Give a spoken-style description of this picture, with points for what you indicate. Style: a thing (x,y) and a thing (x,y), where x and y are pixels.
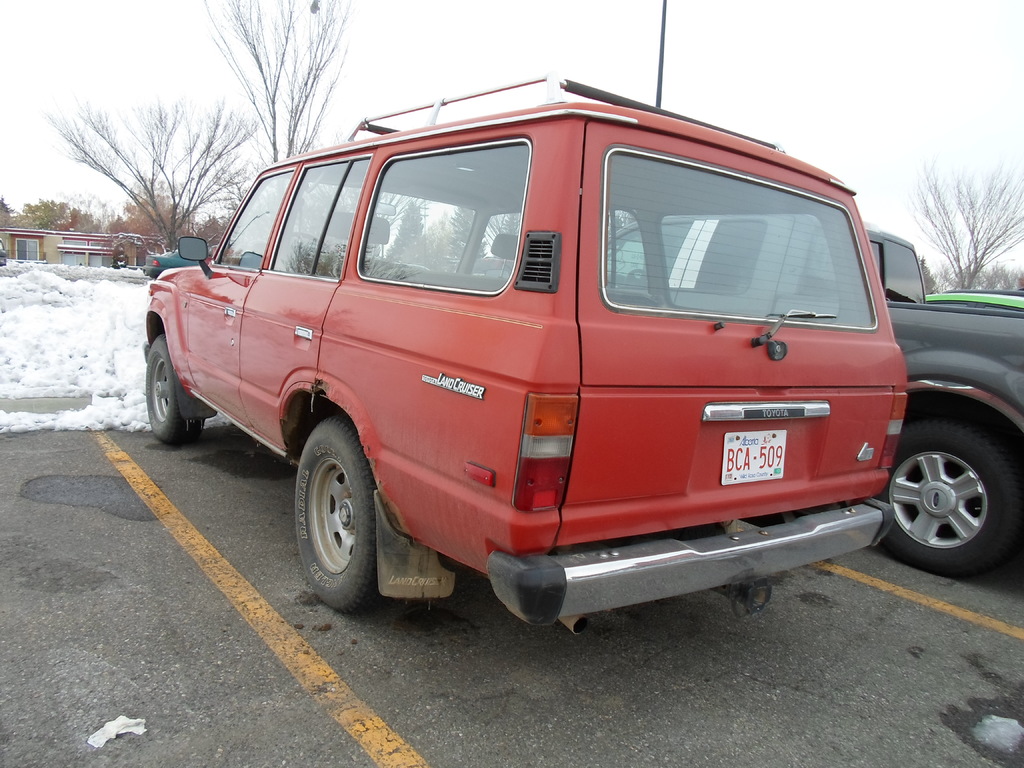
In the middle of the image (673,338) we can see some vehicles (449,150) on the road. Behind the vehicles (381,147) we can see snow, trees (1017,274) and pole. At the top of the image (346,137) we can see the sky (166,47).
